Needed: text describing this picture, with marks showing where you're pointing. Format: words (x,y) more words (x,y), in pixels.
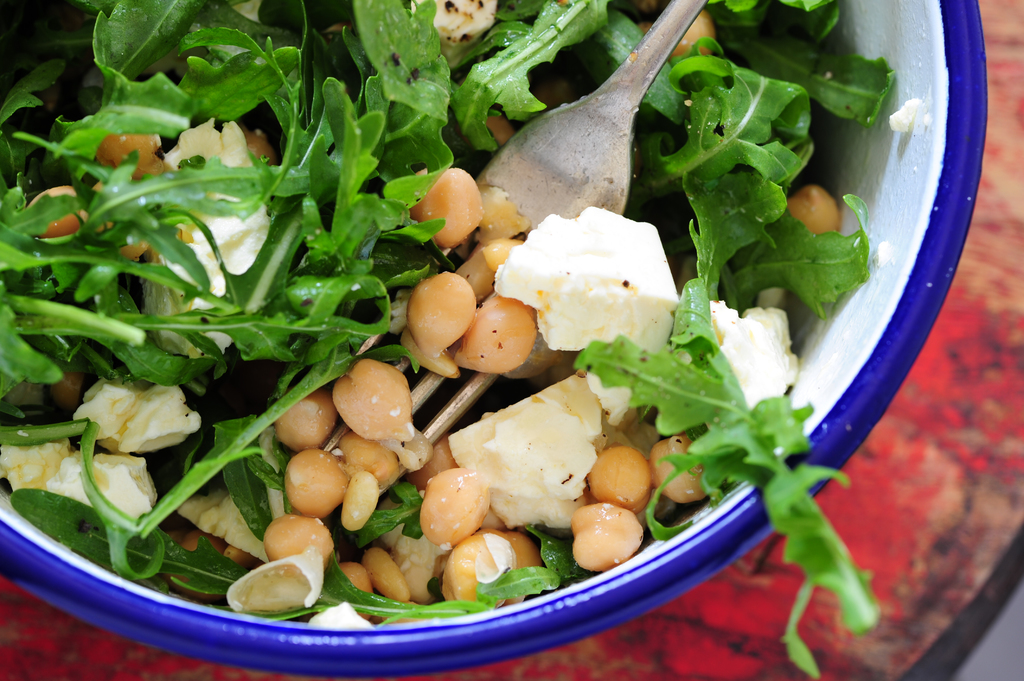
In this image a bowl (490,402) is kept on the table (969,581). Bowl (755,491) is having fork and some leafy vegetables (337,305) and some food (517,473) in it.
